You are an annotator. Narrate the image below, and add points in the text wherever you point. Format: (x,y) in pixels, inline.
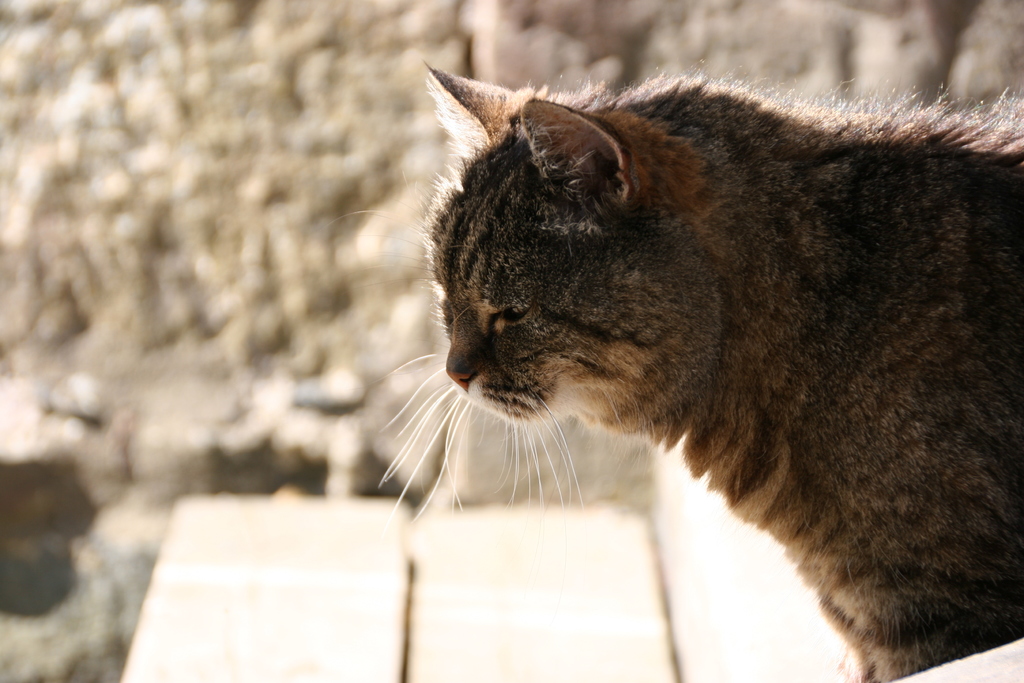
In this image, we can see a cat (874,311). In the background (1006,49), we can see the wall (283,376) and few objects (568,602).
